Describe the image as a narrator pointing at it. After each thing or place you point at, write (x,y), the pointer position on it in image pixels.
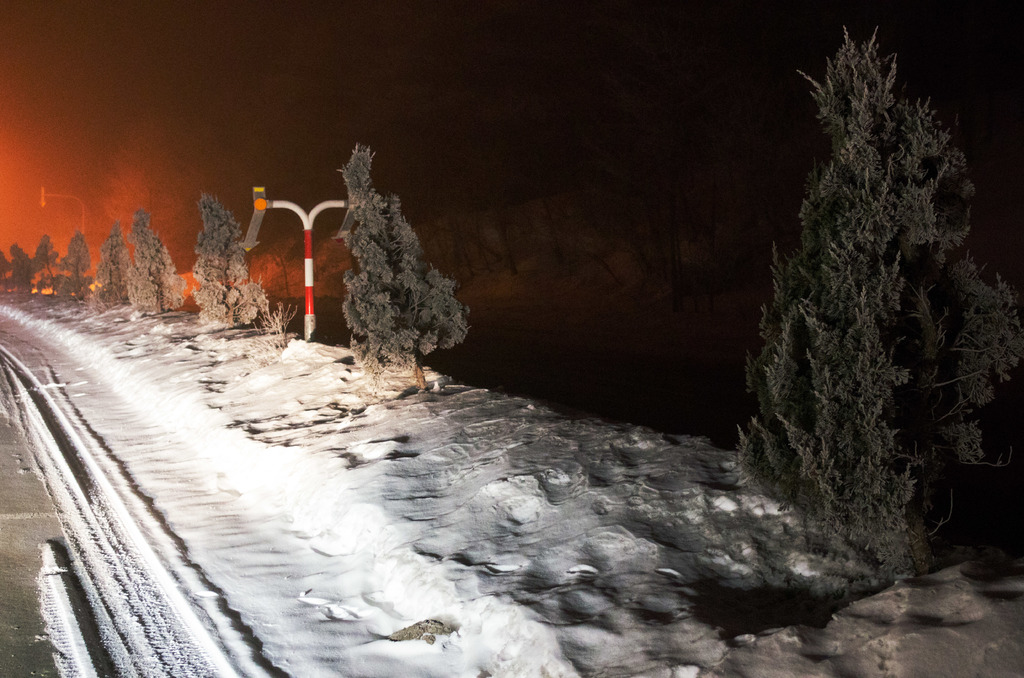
In this picture we can see snow (558,511), trees (86,282), board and poles (311,260). In the background of the image (687,123) it is dark.
